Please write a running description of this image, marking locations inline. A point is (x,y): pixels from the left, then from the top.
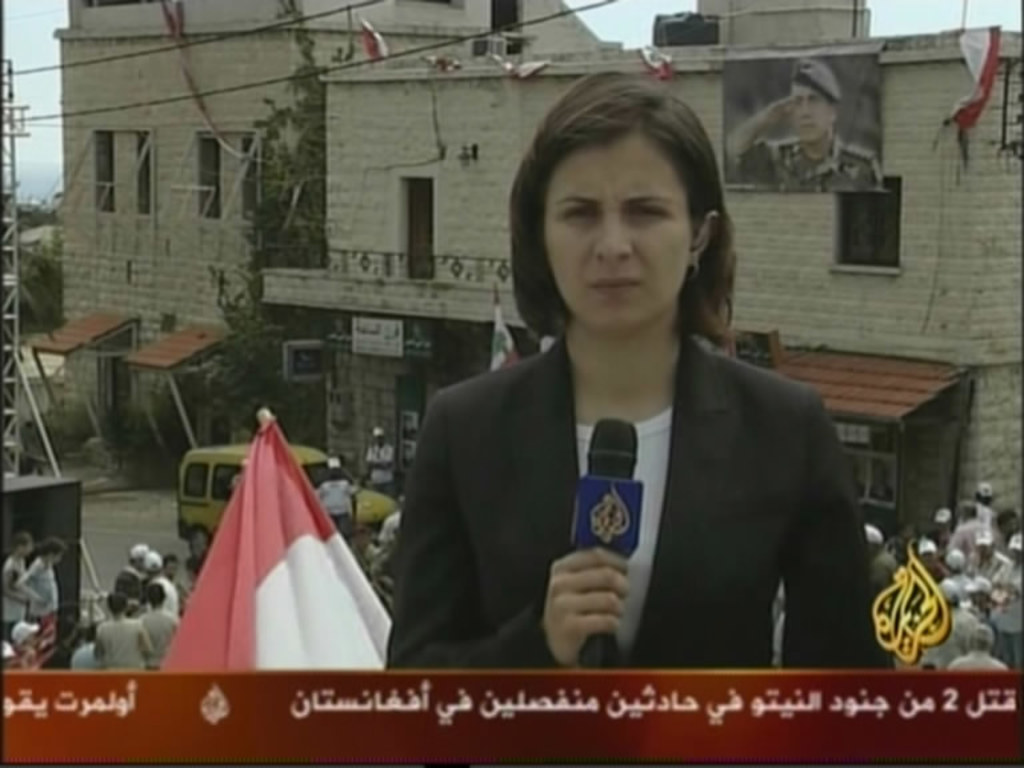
In this image in the front (559,471) there is a woman (541,529) standing and holding a mic (641,489) in her hand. In the center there is a flag (242,576) and there are persons (922,553) and there is a car (226,487) which is yellow in colour. In the background (248,123) there are buildings (498,119), trees (62,277) and there is a pole (13,162) and on the building (1010,100) there is a banner (846,134) of the person (802,128) hanging on the wall (887,111) of the building (697,73) and there are flags (968,59) on the top of the building (701,61). In the front (461,702) there is some text (706,696) on the image.
